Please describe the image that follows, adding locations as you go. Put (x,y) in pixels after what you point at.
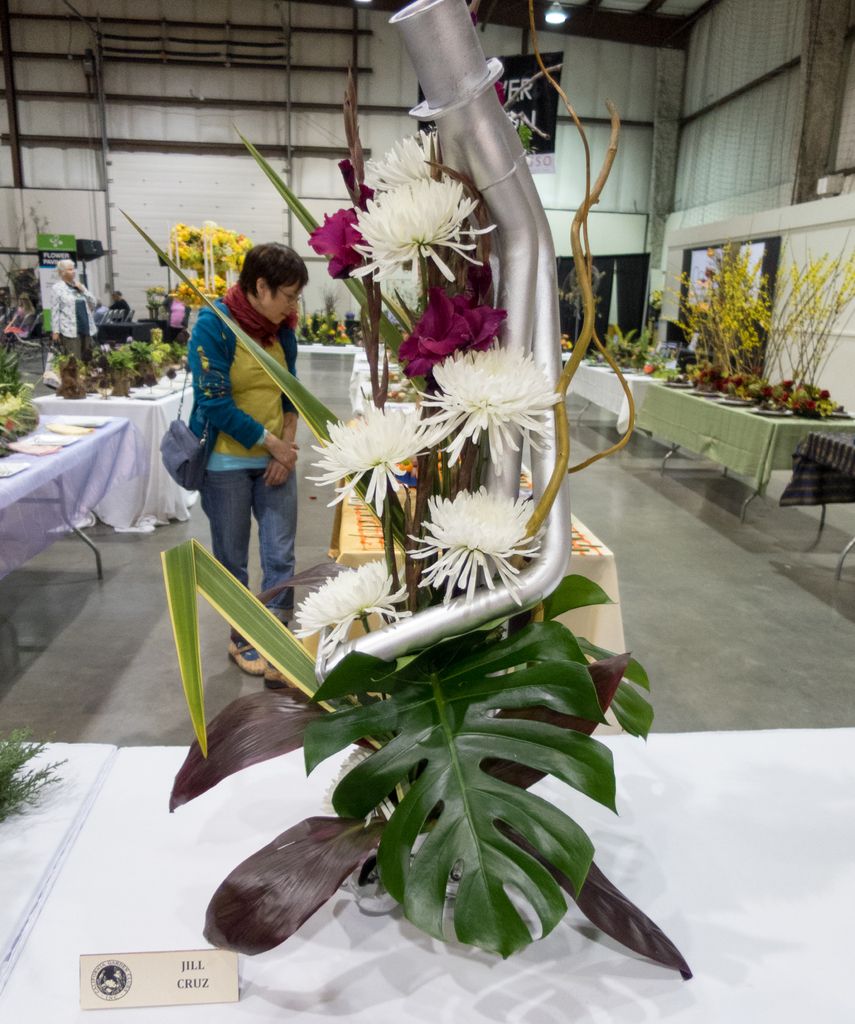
In this picture we can see few people (274,385), plants (516,690) and other things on the tables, in the middle of the image (468,539) we can see few flowers (487,539), in the background (555,121) we can find a hoarding (551,99) and a light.
